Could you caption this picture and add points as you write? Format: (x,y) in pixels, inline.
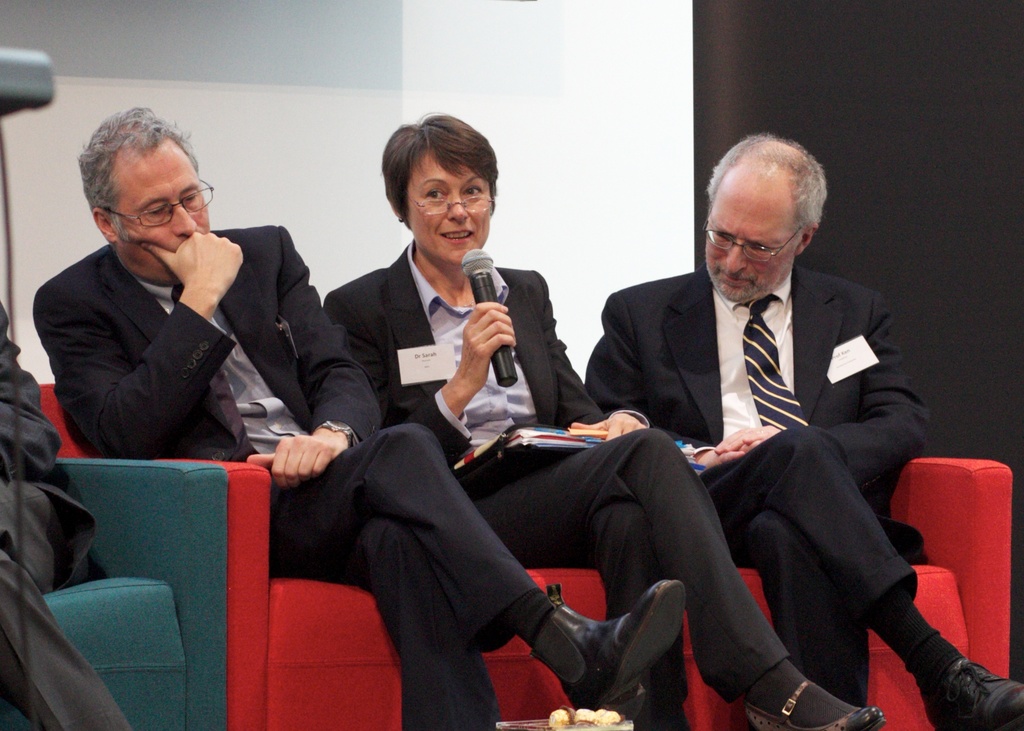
In this image, we can see three people (544,557) are sitting on a couch (342,662). Here a woman (542,401) is holding a microphone (502,354) and few objects (553,445). Background (583,195) we can see white and black colors. On the left side of the image (37,629), we can see a person (32,541) is sitting.
